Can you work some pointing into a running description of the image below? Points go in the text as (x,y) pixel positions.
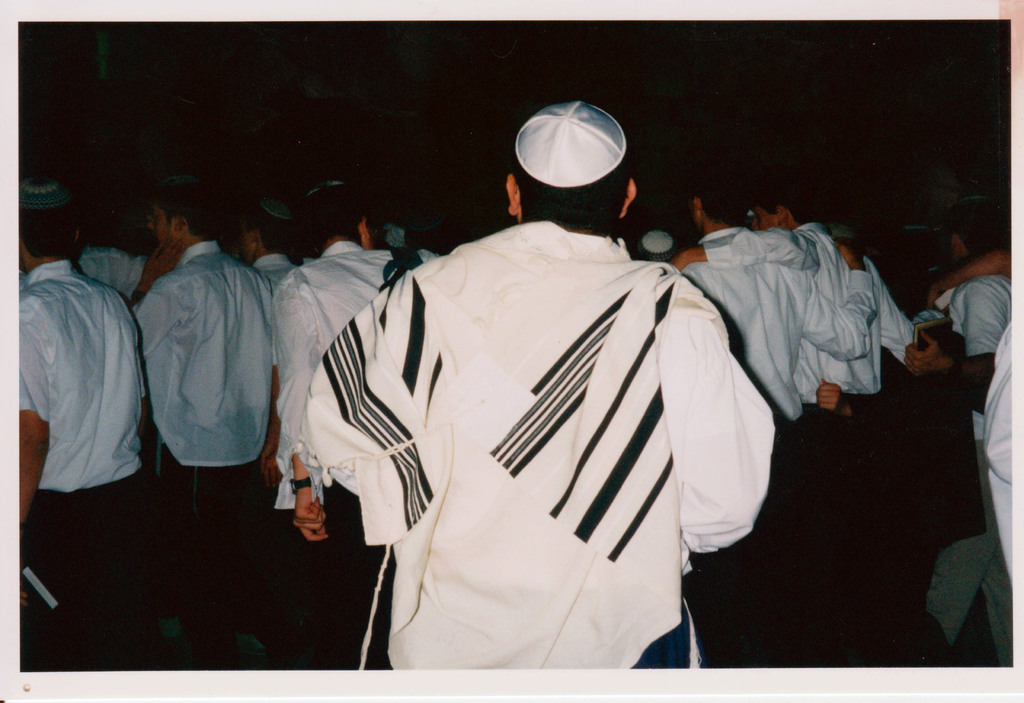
In the picture we can see a man (570,629) standing in the white clothes (432,622) and white cap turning back side and in front of him we can see many people (70,477) are walking and going they are also in white clothes (191,336).
